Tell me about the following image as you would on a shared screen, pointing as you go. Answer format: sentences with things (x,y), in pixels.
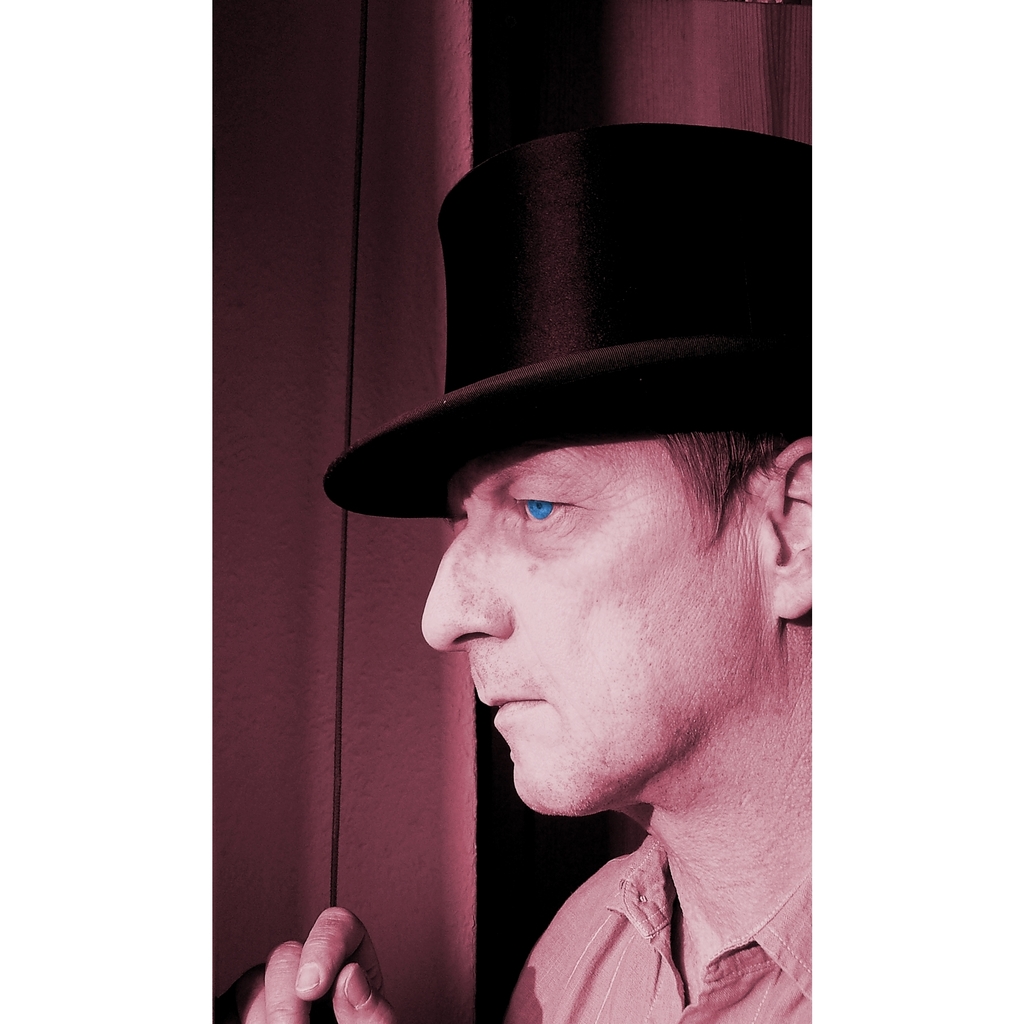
In this image, I can see the man (636,892). He wore a hat (599,398) and shirt (636,975).
